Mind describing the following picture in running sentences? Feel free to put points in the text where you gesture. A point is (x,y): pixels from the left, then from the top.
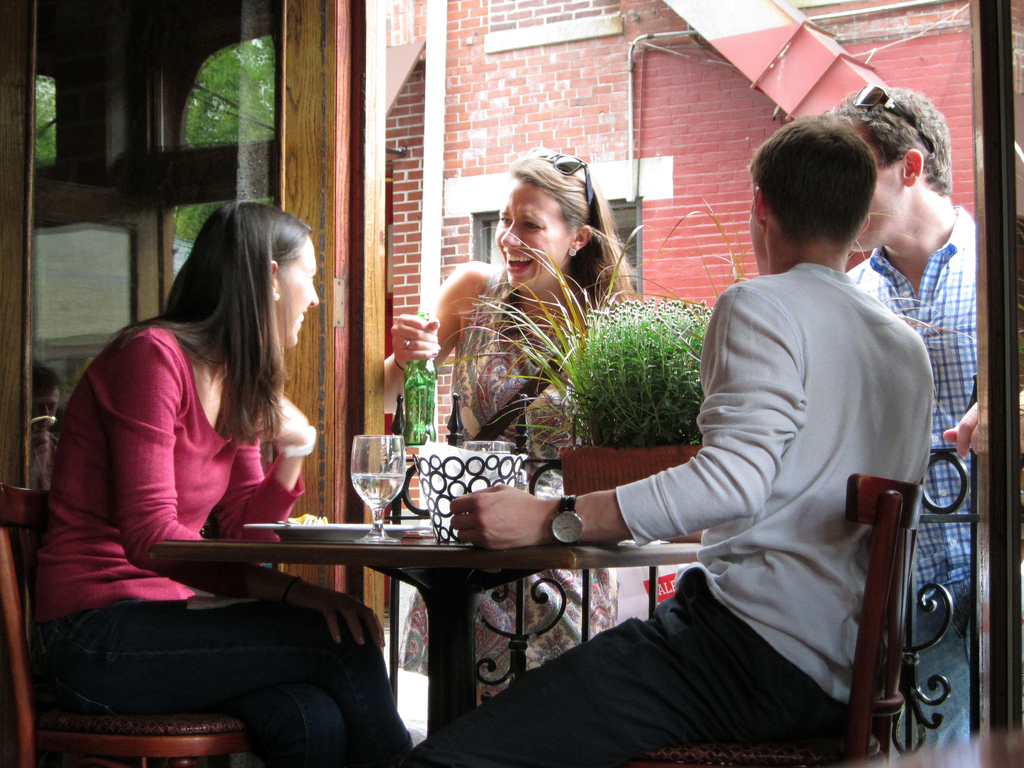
In the image we can see there are people (924,462) who are sitting on chair (28,543) and other people (945,232) are standing and on table (431,590) there is a wine glass (404,476).
